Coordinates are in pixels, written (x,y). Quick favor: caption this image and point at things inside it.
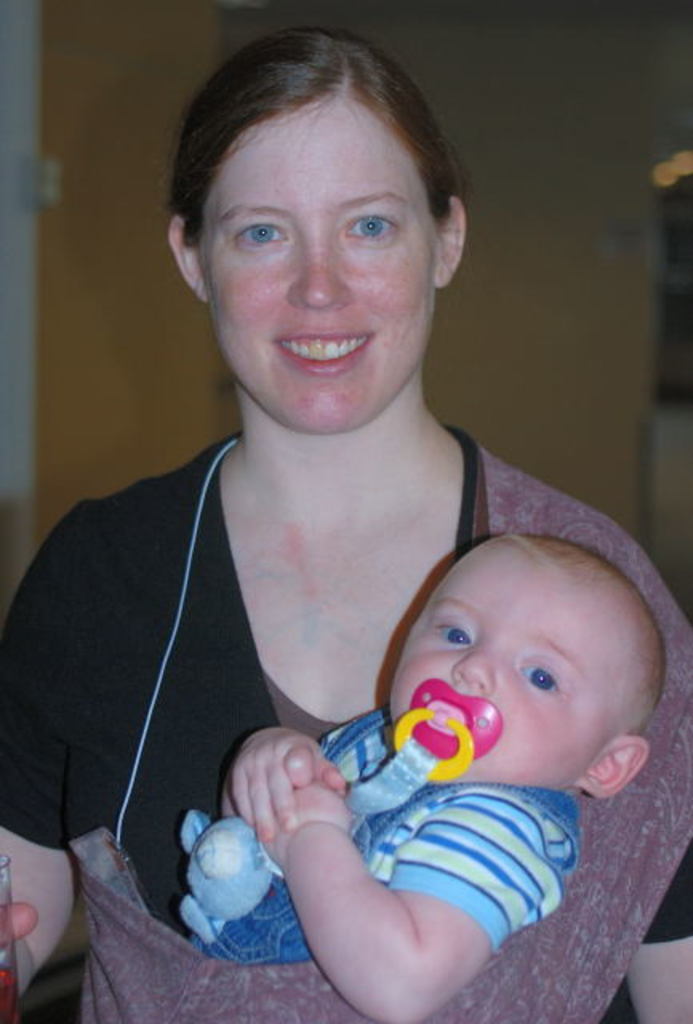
This image is taken indoors. In the background (42,228) there is a wall (502,236). In the middle of the image (355,358) a woman (479,523) is standing on the floor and she is holding a glass (4,916) and a baby (528,579).
